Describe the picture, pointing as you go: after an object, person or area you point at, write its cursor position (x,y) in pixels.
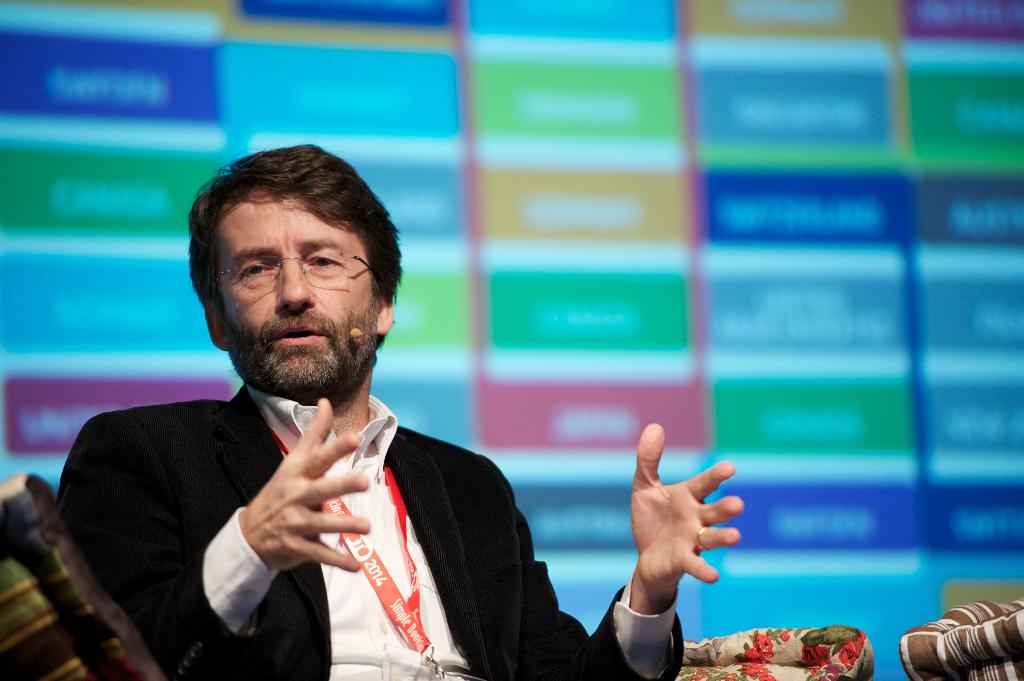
In this picture there is a man (305,456) sitting in the chair (758,647). He is wearing black color coat (173,497) and a red color tag (383,581) in his neck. In the background (400,108) it is blurred.
